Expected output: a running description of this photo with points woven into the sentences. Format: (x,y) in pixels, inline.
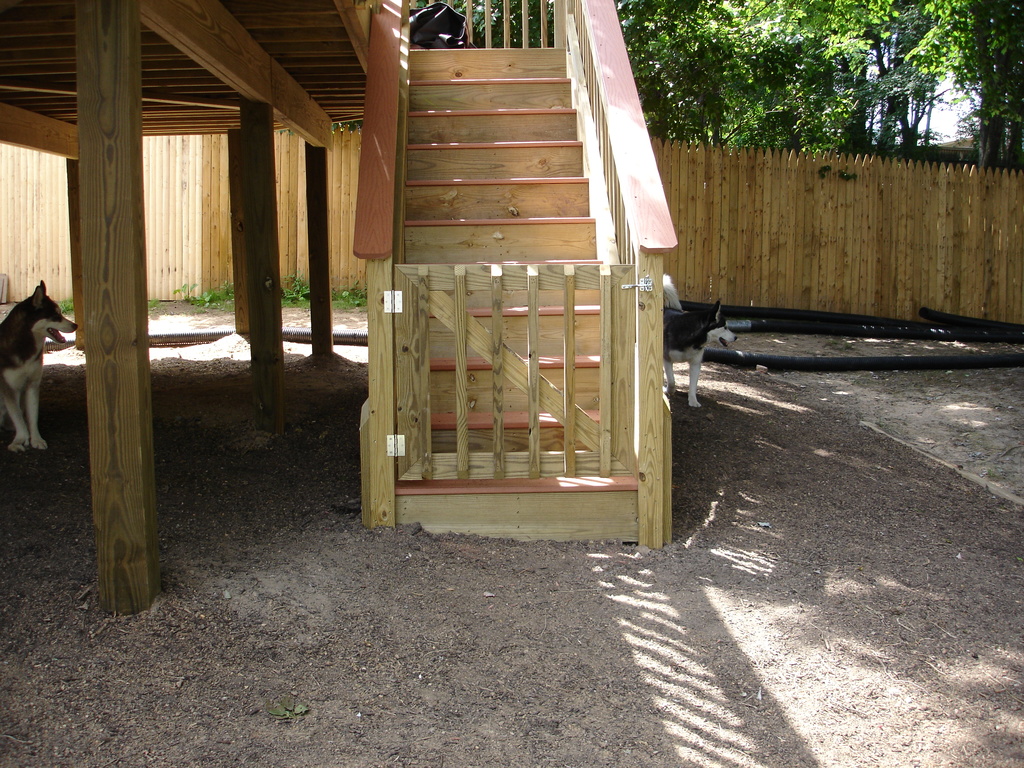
In this image there are wooden steps (472,192) in the middle (510,264). In front of the steps (506,295) there is a wooden door (567,359). In the background (762,210) there is a wooden fence (774,225). On the left side (105,141) there are wooden pillars (133,231) one beside the other. On the right side (686,329) there is a dog (701,335) on the ground (715,388). In the background (801,62) there are trees (733,59). On the left side (42,326) there is another dog (26,377) standing under the wooden roof (159,69).
